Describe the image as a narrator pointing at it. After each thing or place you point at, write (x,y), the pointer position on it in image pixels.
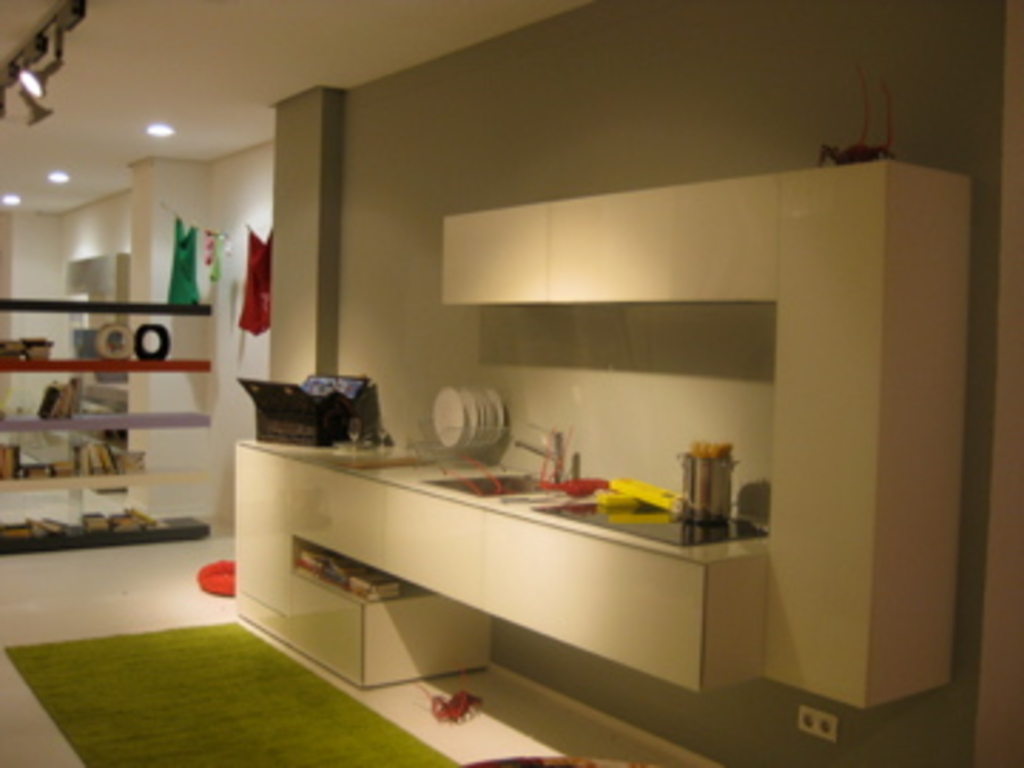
On the right side (695,397), we see a grey wall (579,134) and a counter top (452,469) or a cupboard (606,588) on which a vessel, plates stand (488,423) and a black color object (294,435) are placed. We see a wash basin (469,491). At the bottom (182,672), we see the floor (266,681) in white and green color. Beside that, we see an object (207,581) in red color. On the left side (11,358), we see a rack (114,422) in which the books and some other objects (85,338) are placed. Beside that, we see the clothes (177,279) are hanged on the rope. In the background (121,242), we see the pillars (133,245) and a wall (224,193) in white color.
